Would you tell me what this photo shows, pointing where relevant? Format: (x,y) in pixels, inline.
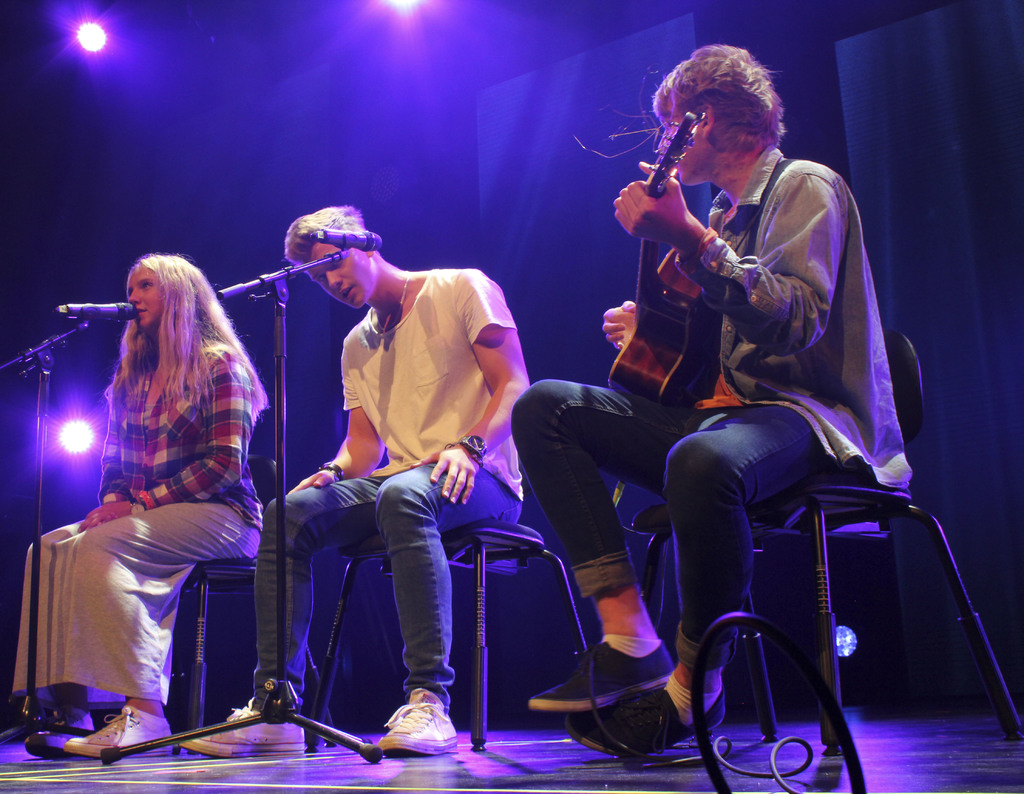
In this image i can see 3 persons (393,354) sitting on chairs (320,700). The person (621,343) on the right corner (771,420) is holding a guitar (679,326) in his hands (672,204) i can see microphones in front of them in the background (74,436) i can see few lights (77,38).
